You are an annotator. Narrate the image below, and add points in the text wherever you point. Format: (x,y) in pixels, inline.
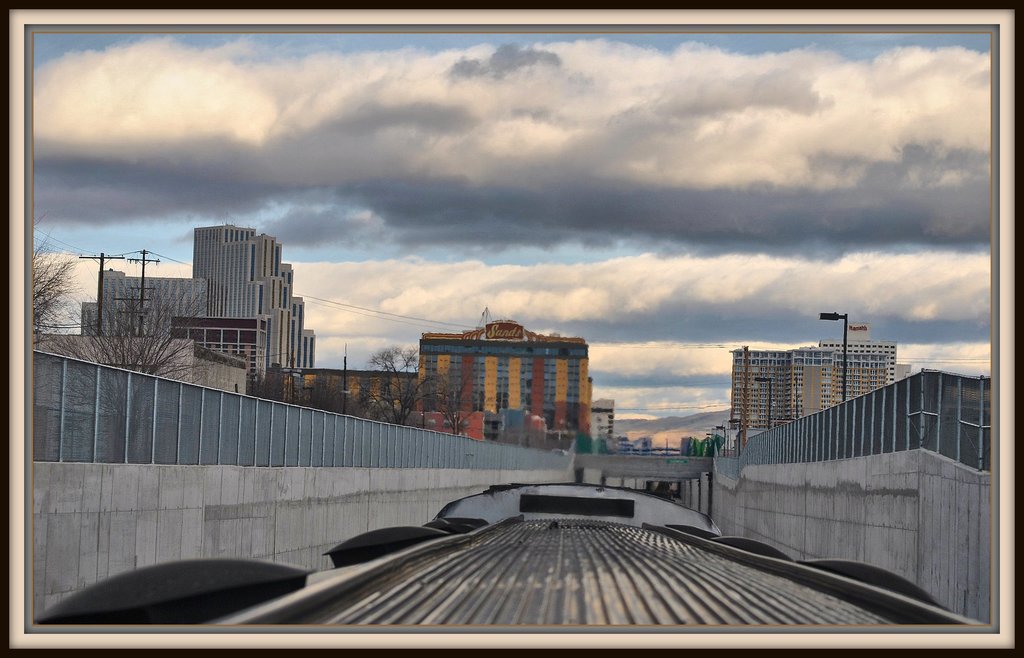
This image has borders (83,22). In the center of the image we can see a top view of a vehicle (488,555). There are fencing's (798,418) to both sides of the image. In the background of the image (417,343) there are buildings (307,359), poles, sky (597,352) and clouds (605,216). There are trees (404,364).
